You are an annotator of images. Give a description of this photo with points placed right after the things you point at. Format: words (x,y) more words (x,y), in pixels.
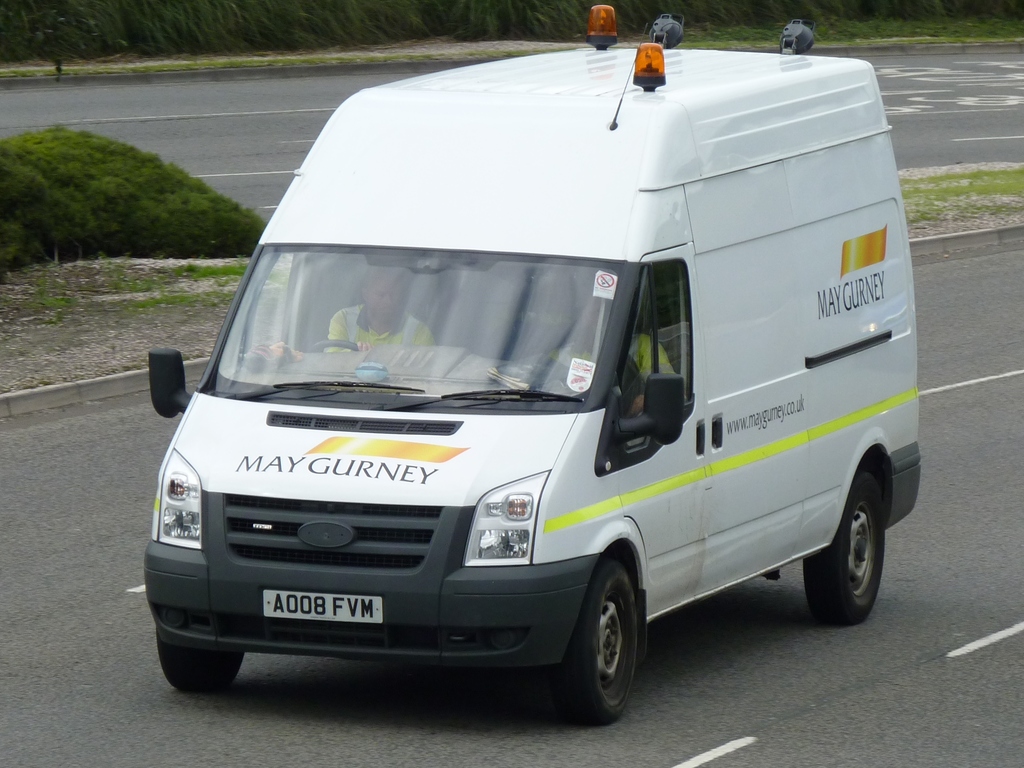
Here in this picture we can see a white colored van (617,184) present on the road (27,656) over there and we can see a person (391,331) sitting in it and beside that we can see plants (82,191) present all over there.
